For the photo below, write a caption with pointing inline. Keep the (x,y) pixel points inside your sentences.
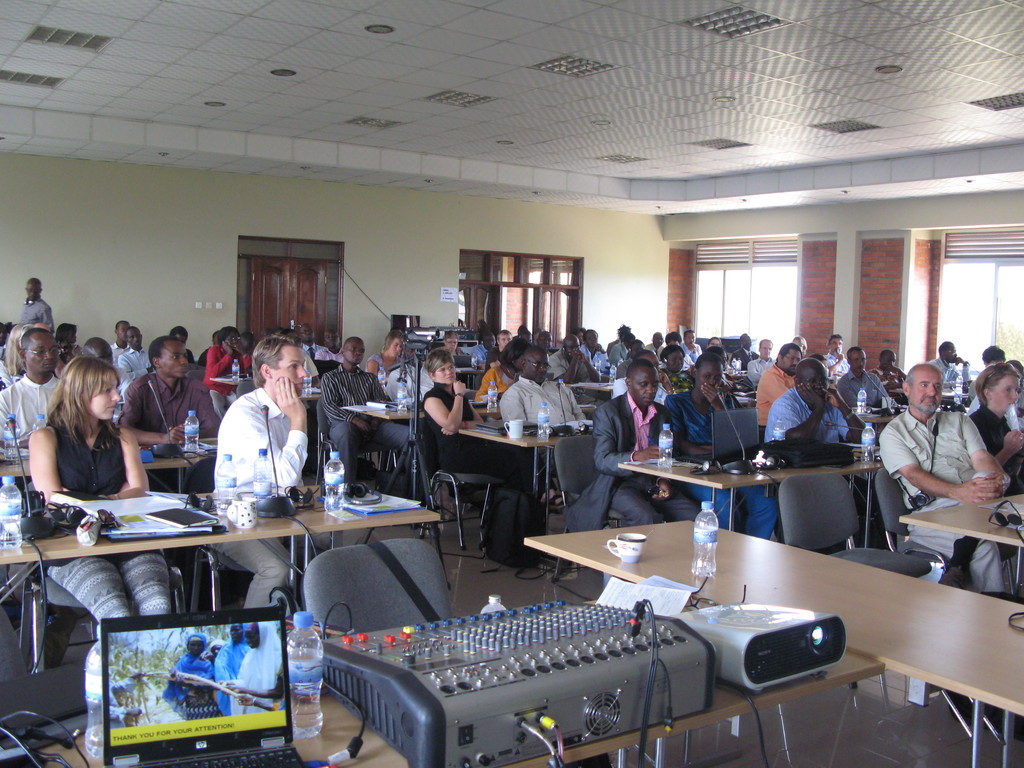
In this image there are group of people (625,443) sitting in chair (417,577), near the table (189,540), and in table (739,480) there are book (172,523), paper (154,520), bottle (338,466), laptop (724,440), microphone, and in the background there is a cup (626,546), bottle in table (605,569), door (326,247), light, window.
